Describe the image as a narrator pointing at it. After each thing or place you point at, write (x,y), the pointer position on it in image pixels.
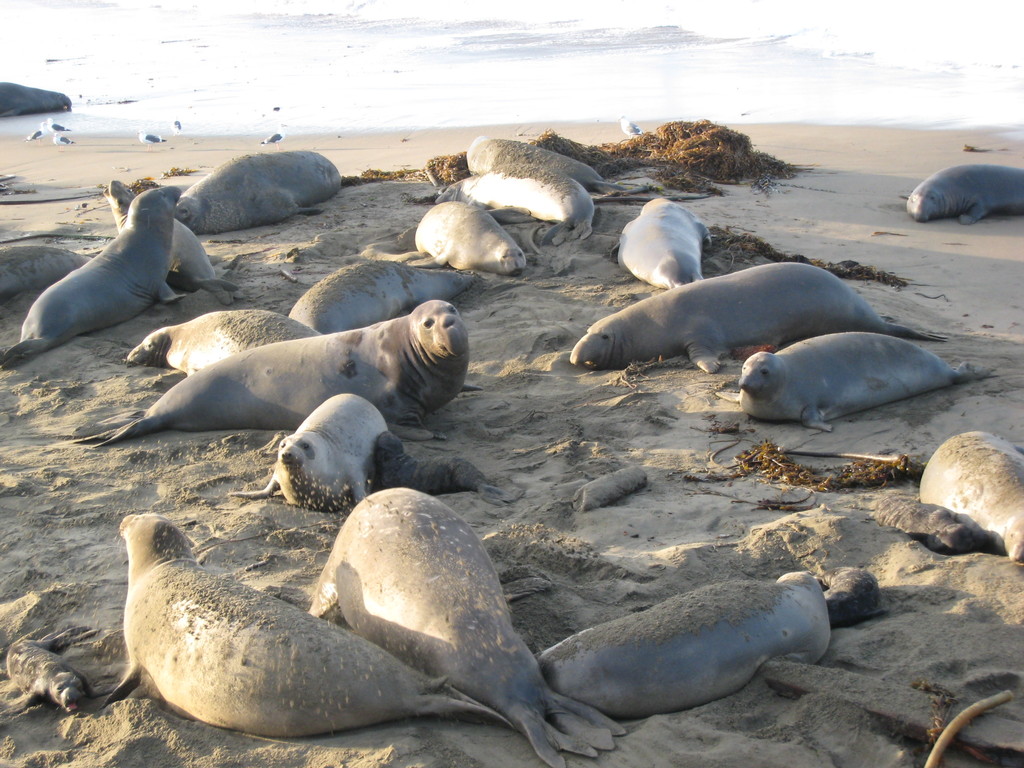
In the foreground of the picture (409,273) there are seals (462,461), and, birds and other objects (682,122). In the background (296,39) there is a water body (480,45).
